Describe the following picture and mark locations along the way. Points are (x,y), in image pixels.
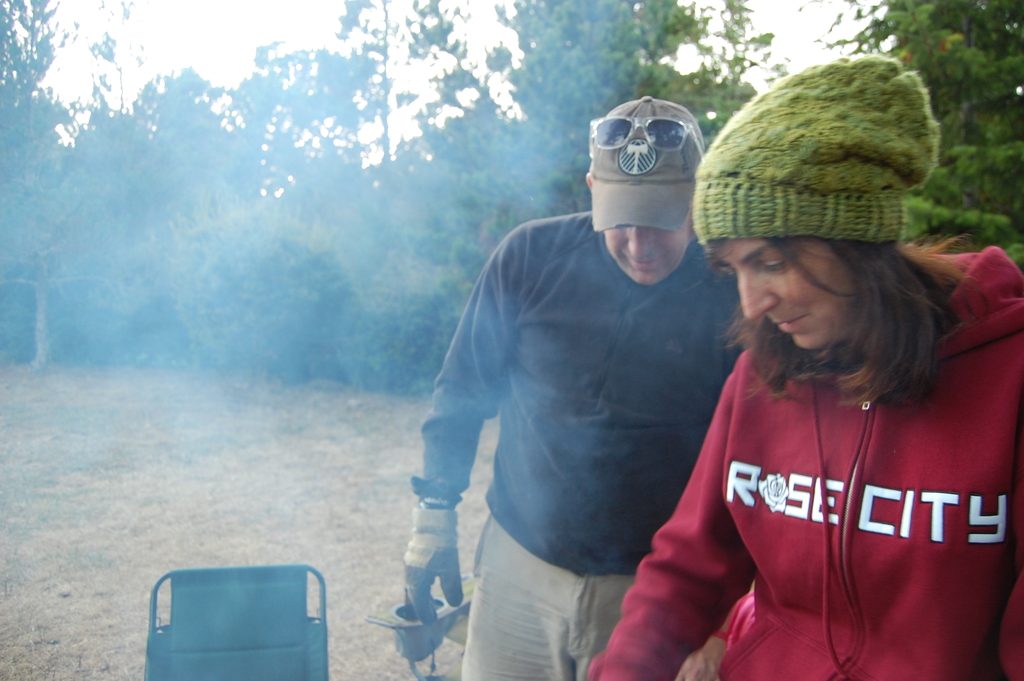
In this image there is a woman (932,372) on the right side (956,377). Beside her there is a man (539,405). At the bottom (261,610) there is a chair (245,624). In the background (244,146) there are trees (574,49). In the middle (363,284) there is smoke (420,228). The woman (817,408) is wearing a green colour cap (792,155).
